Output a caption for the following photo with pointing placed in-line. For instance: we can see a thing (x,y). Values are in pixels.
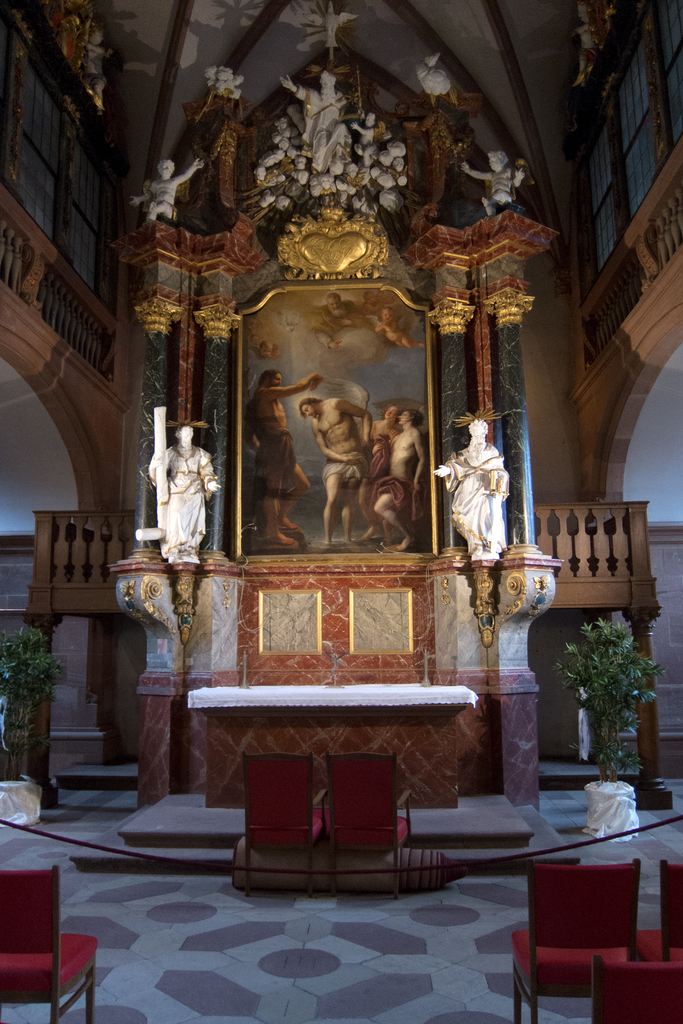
In this image we see a table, here are the chairs (523,942) on the ground (109,990), here is the plant (587,686), here is the photo frame (331,408), here are the sculptures (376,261), here is the wall (565,497).
